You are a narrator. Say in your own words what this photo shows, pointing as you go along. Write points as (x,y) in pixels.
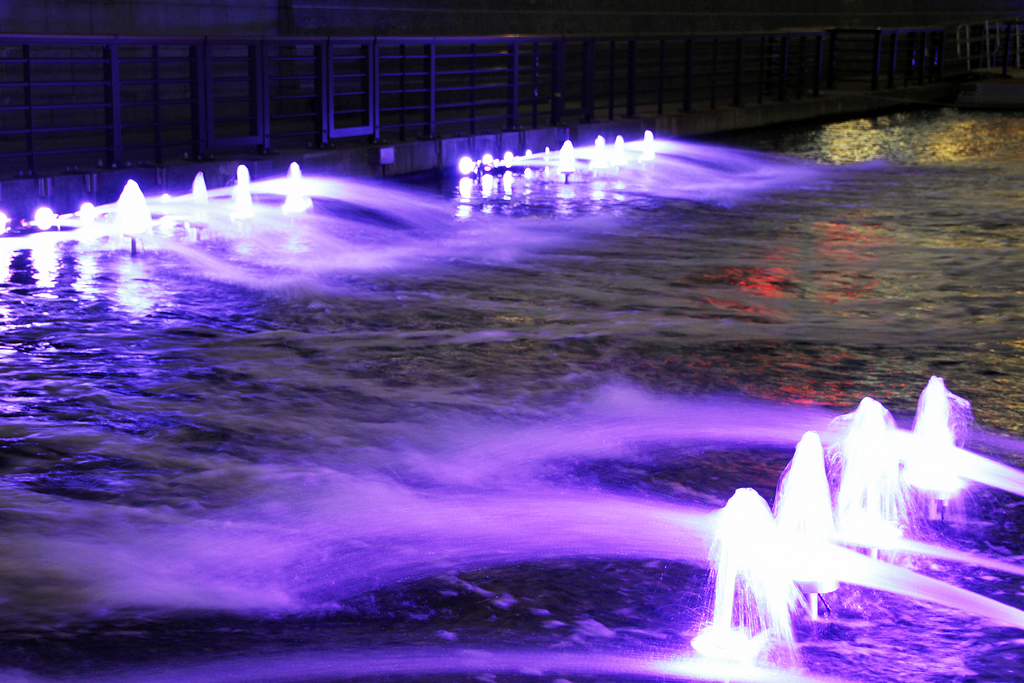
In this image there are fountains (239,197) in the water (471,386), behind that there is a railing (95,41). In the background (380,25) there is the wall (494,47).
